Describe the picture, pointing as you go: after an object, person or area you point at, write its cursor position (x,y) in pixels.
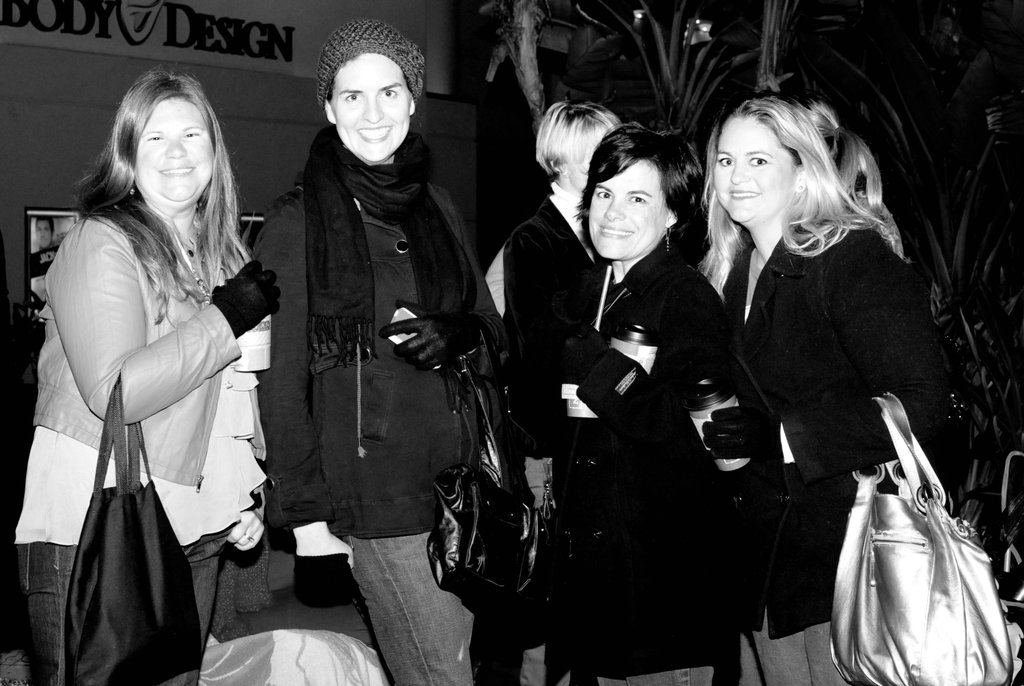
A group of women (332,124) are posing to camera.
